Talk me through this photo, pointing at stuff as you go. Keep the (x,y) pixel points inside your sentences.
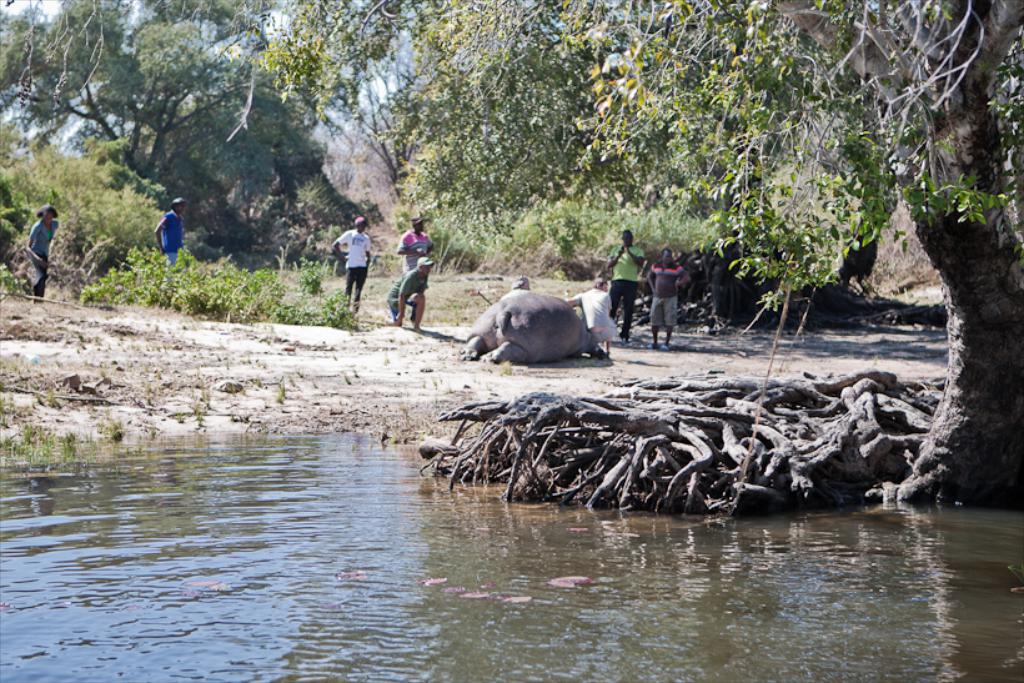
In the picture there are many people (596,353) present, there is an animal (568,327) lying on the floor (624,378), beside the animal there is a person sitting in a squat position, there are trees (124,62), there is water (399,576), there is a clear sky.
